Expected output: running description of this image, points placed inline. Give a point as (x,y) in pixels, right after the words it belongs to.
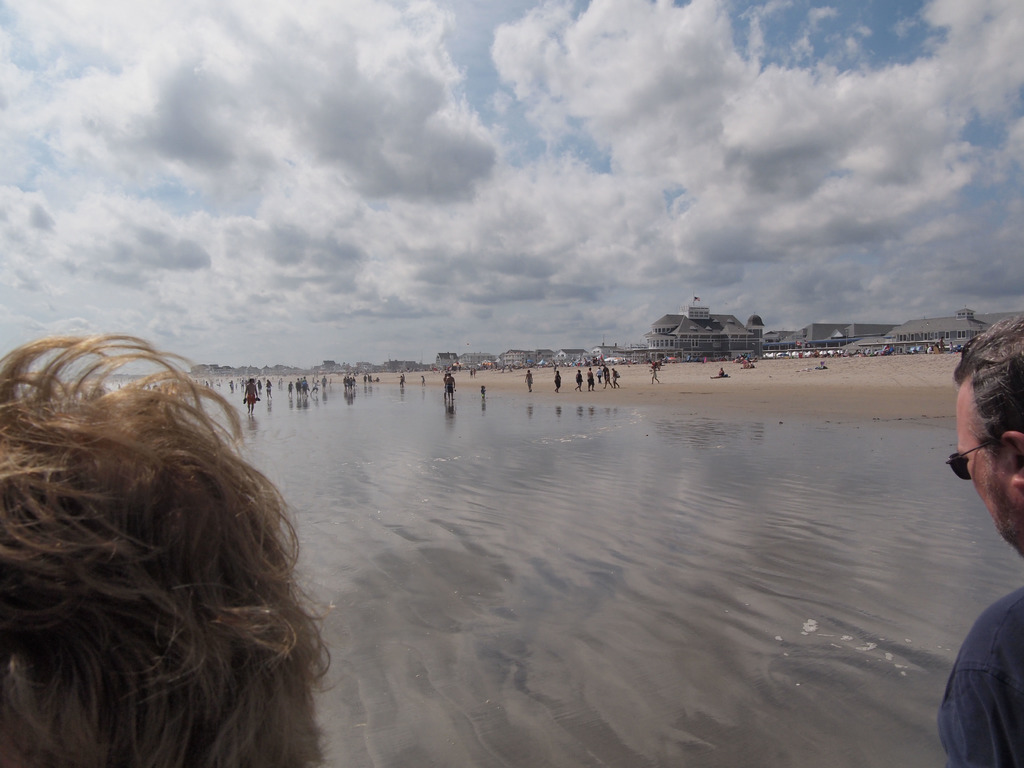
On the left (114,525) we can see a person head (117,505) and on the right (1004,647) there is a man (1012,637). In the background (403,323) there are few people (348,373) walking on the water surface (413,417) and few are walking and lying on the sand (548,372) over here and we can also see buildings (840,332) and clouds (511,228) in the sky (511,228).
